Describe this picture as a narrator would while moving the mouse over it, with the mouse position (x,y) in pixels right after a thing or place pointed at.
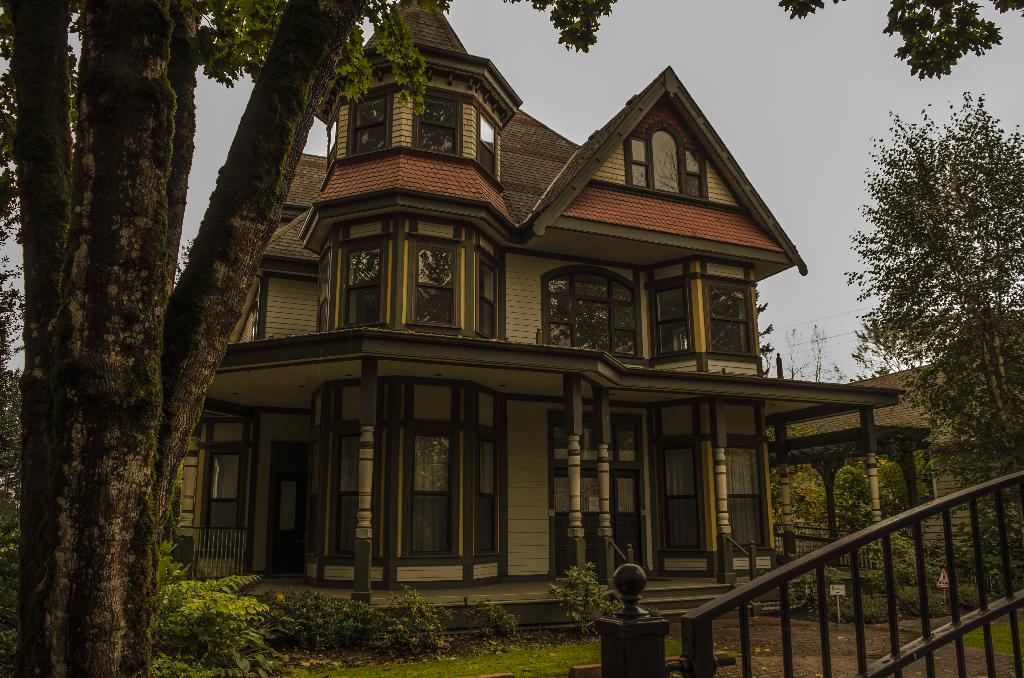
In this picture a house (687,576) is highlighted. Sky (799,90) is in grey color. In-front of this house (355,375) there is a big tree (220,318). Plants (365,635) are around this house (363,596). Plants (275,596) are in green color. In-front of this house (556,539) there is a grass (467,676). This house (645,233) is made with wooden walls (513,307) and the wall (519,295) is in cream color. There is a fence (231,548) in-front of this house (767,509).
